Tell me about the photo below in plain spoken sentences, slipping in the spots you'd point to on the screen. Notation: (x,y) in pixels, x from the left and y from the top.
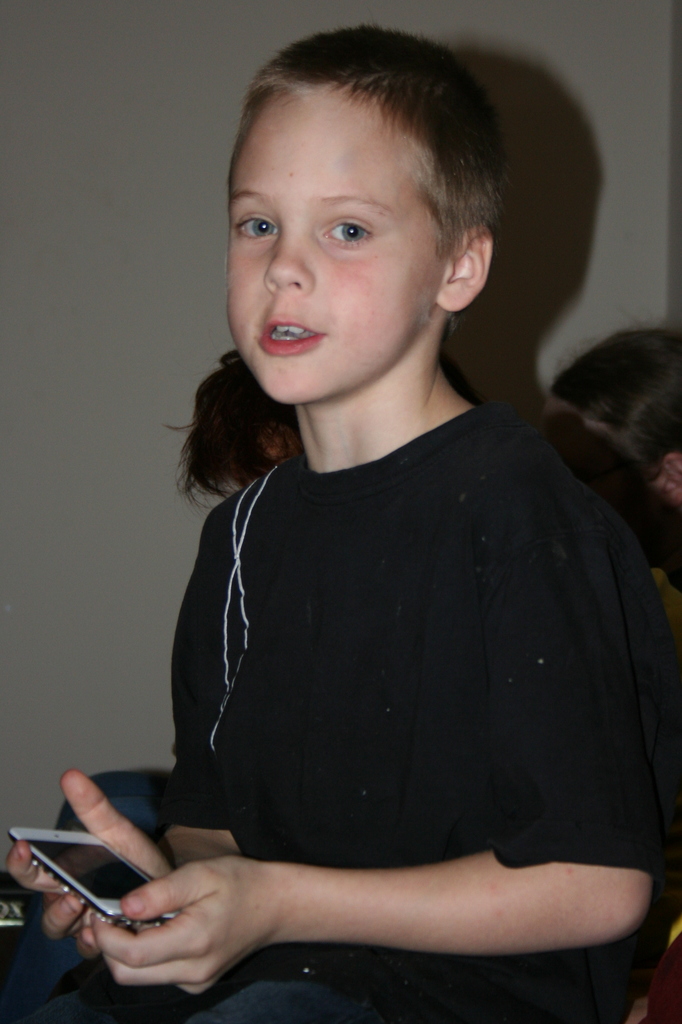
In the above picture there is kid (409,204) holding a mobile phone (83,867) in his hands (112,840). The kid (146,855) is having black colored t shirt (488,705) and a jeans (293,985). In the background (599,360) i could see some two other person's head (264,433) and the ear (675,490) of the other person (664,487) in right side of the picture (663,467). The kid (340,332) is not giving a smile to the picture.
